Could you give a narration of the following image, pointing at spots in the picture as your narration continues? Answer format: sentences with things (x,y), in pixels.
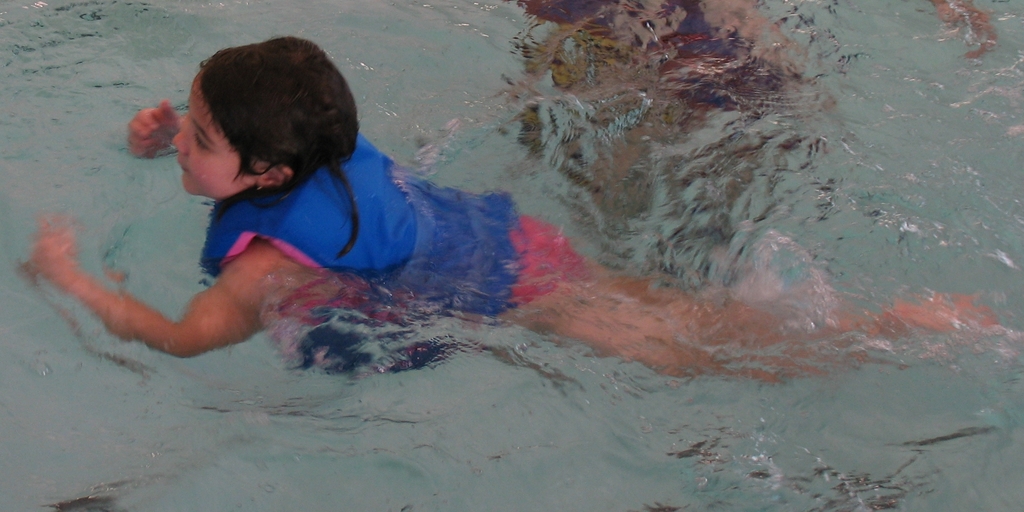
This image consists of a girl (228,162) swimming in a pool (12,92). At the bottom (554,435), there is water (501,405). She is wearing blue jacket (369,250).
